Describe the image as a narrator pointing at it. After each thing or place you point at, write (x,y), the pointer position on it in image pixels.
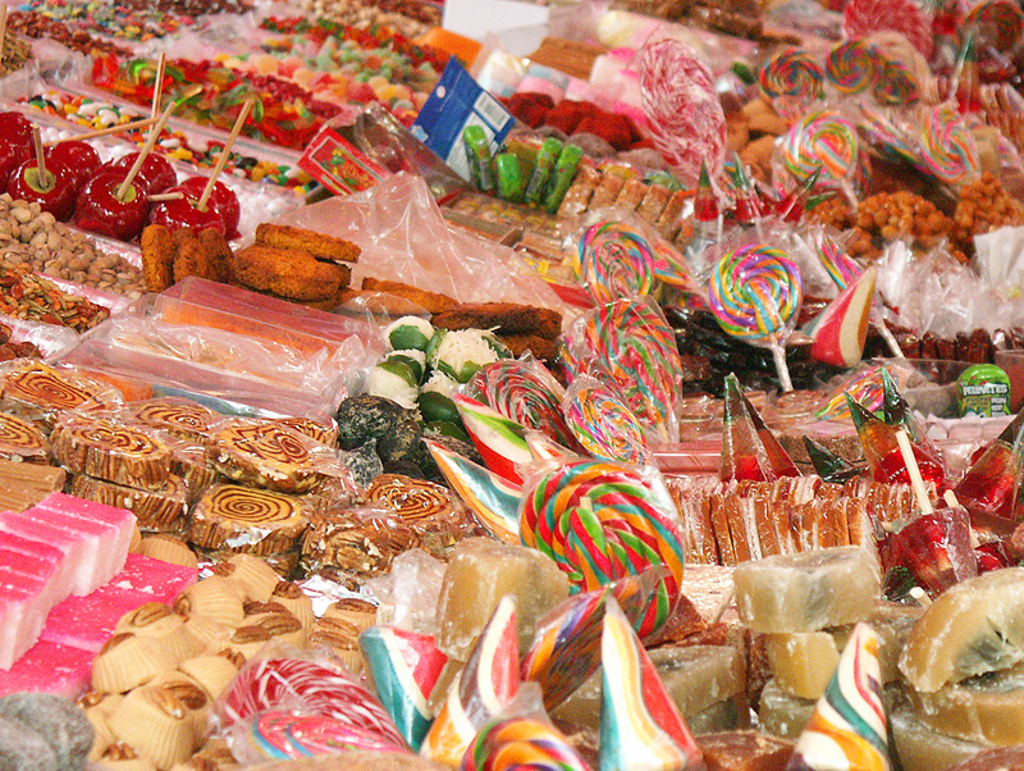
There are some candies (496,434) and some other baked food items (215,641) are present as we can see in this image.
